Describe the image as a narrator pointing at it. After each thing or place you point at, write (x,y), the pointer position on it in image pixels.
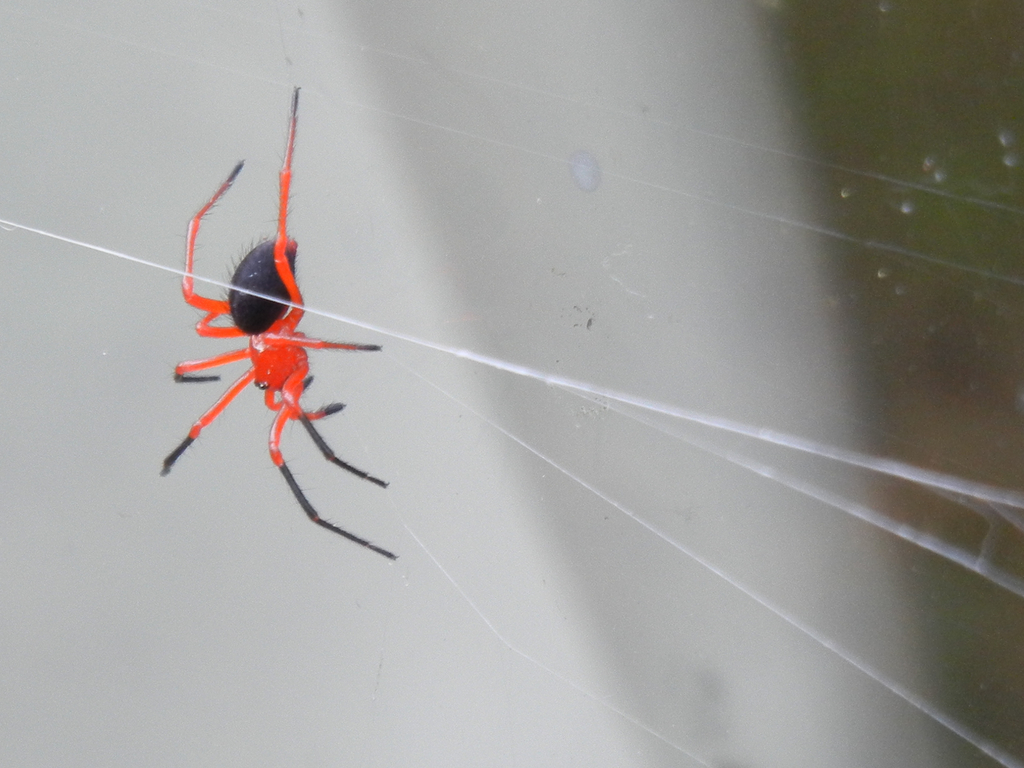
In this image we can see an insect (287,207), it is in orange color, the background (191,523) is blurry.
